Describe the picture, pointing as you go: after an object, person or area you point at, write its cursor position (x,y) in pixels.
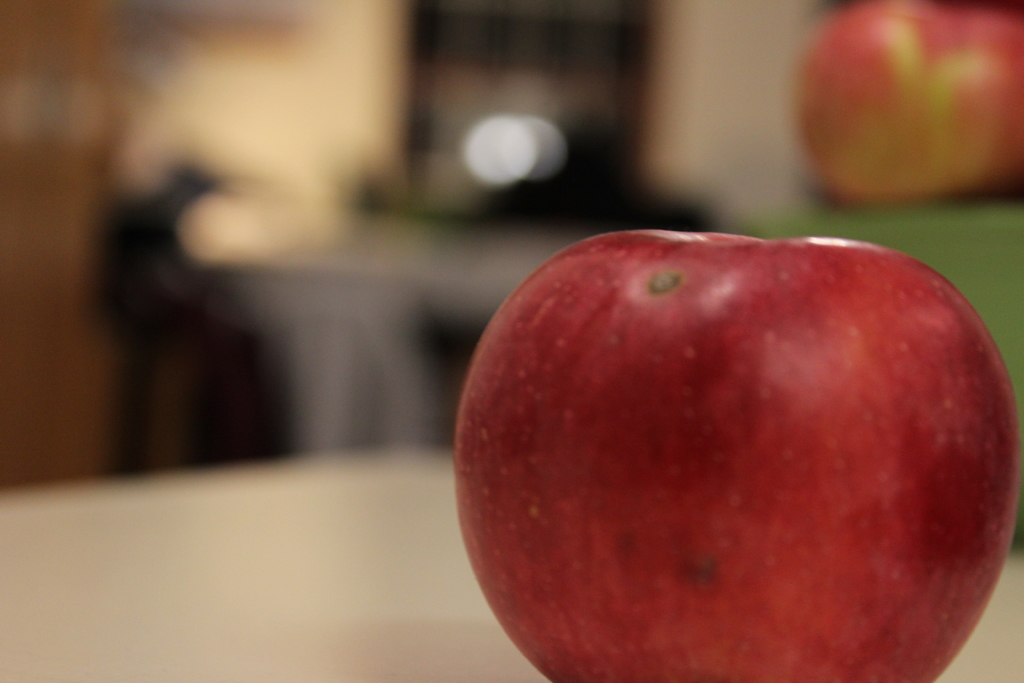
This image is taken indoors. At the bottom of the image (312,623) there is a table (392,584) with an apple (625,504) on it. In this image the background (87,363) is a little blurred. On the right side of the image (930,148) there is another apple (984,152) on the table (993,665).
